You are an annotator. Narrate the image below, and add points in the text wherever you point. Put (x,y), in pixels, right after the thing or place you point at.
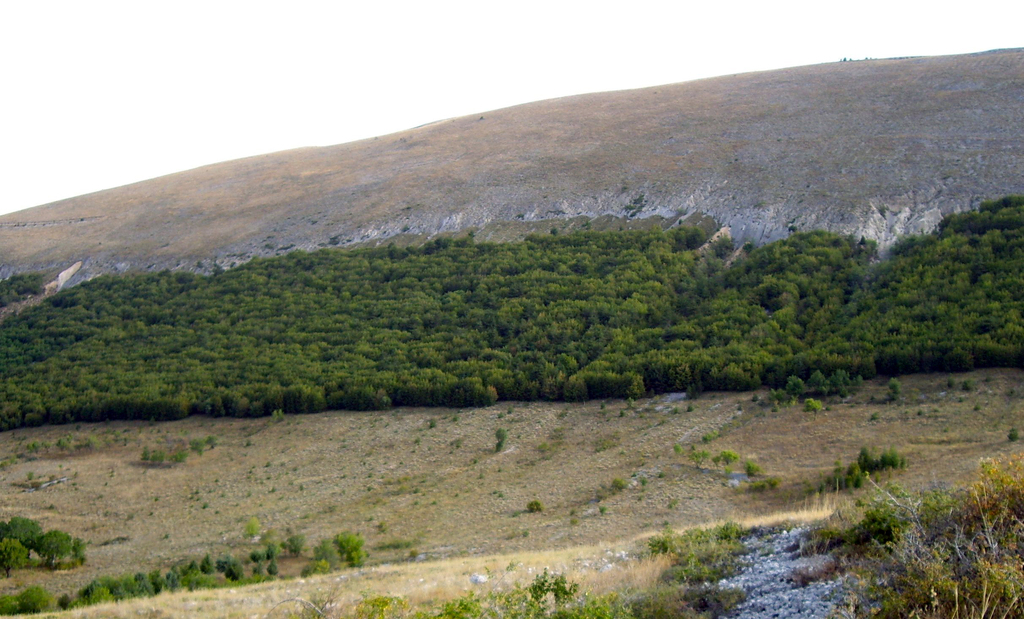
In this image there are few trees (548,392) on the grassland (377,444). Background (341,210) there is a hill (695,113). Top of the image (396,50) there is sky (419,54). Right bottom there are few rocks (758,588) on the land (749,586).
